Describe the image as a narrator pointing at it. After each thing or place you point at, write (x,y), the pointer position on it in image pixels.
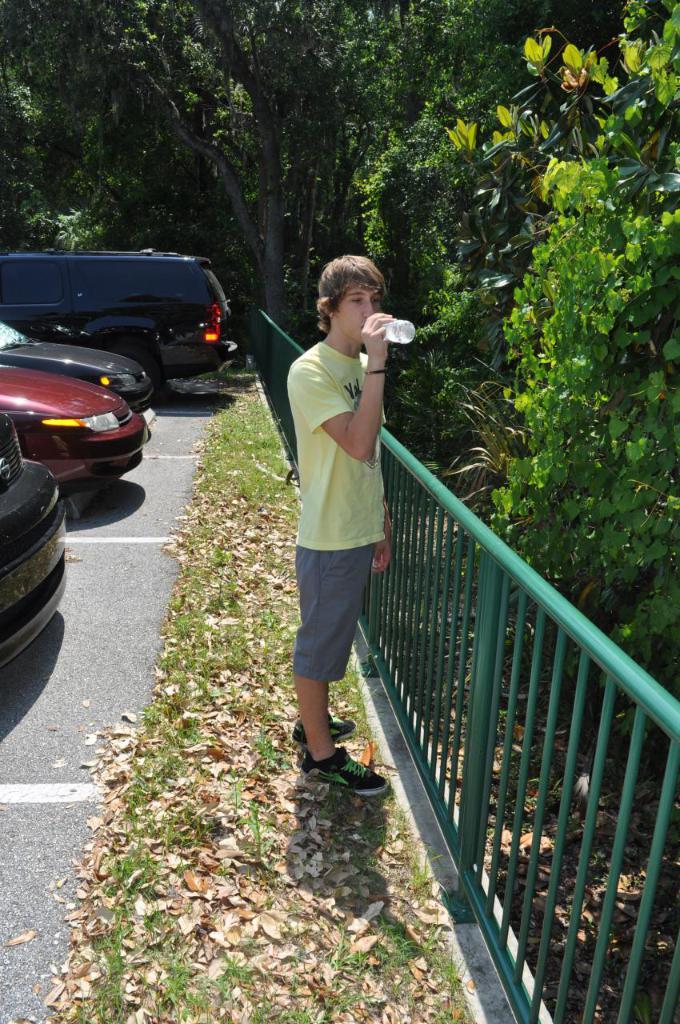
In this picture I can see a man (393,319) standing and holding a bottle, there are vehicles (2,629) on the road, there are iron grilles (659,854), and in the background (381,228) there are trees (379,140).
